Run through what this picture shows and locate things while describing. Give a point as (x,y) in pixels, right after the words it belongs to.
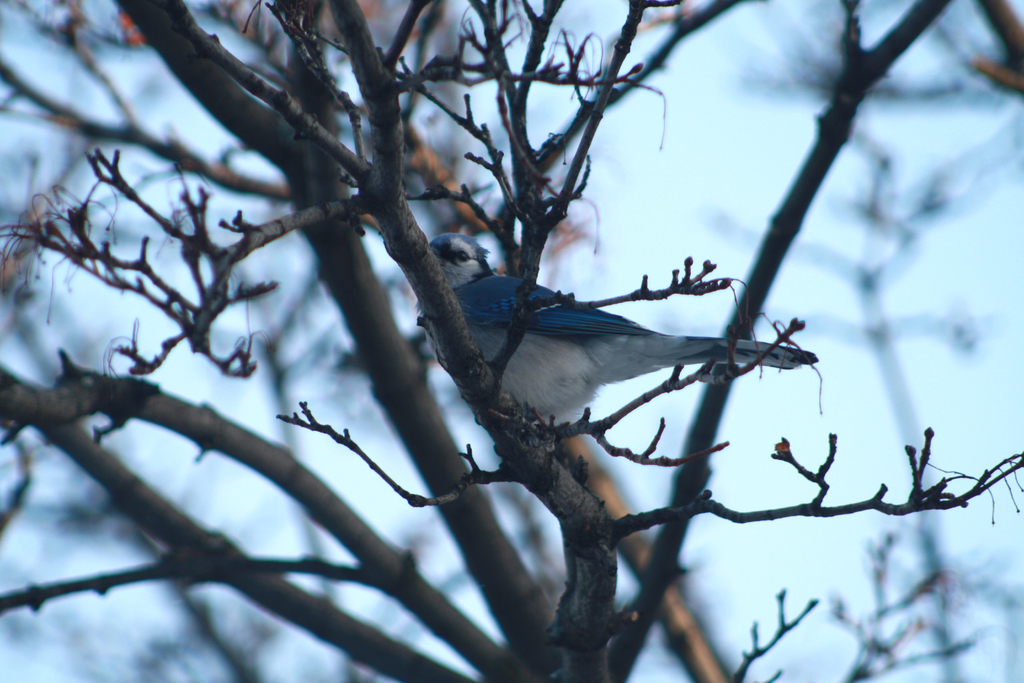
Bird (503,310) is on the branch (528,290). Here we can see branches (523,318). Background (420,53) it is blur.
